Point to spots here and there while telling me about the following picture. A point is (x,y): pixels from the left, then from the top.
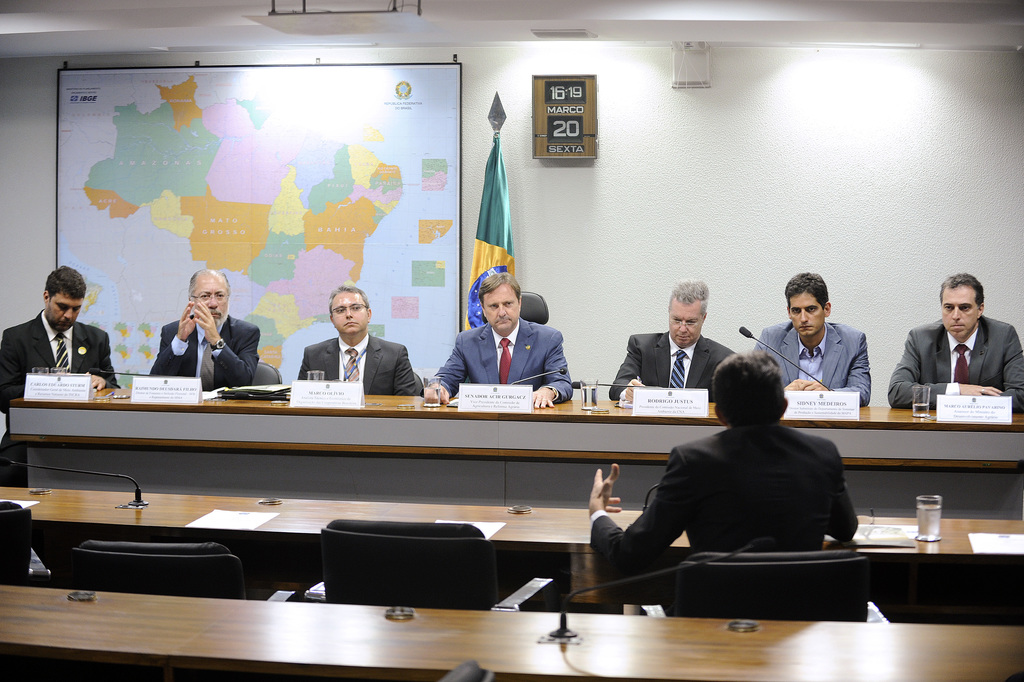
In this picture we can see some persons (738,515) are sitting on the chairs (736,594). These are the tables (504,464). On the table (600,415) there are glasses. On the background (904,181) there is a wall (682,208) and this is board (257,197). Here we can see a flag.
